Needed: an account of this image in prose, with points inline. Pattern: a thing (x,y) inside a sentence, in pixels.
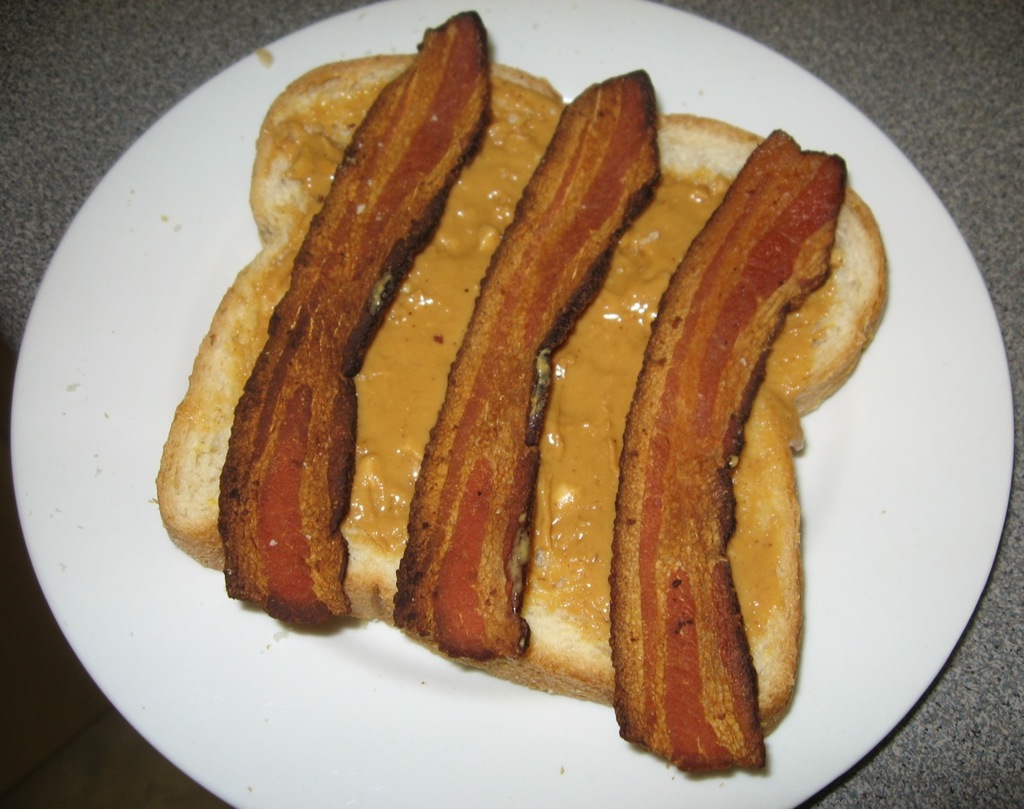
In this image we can see a white color plate (934,271) with some food (716,324).
